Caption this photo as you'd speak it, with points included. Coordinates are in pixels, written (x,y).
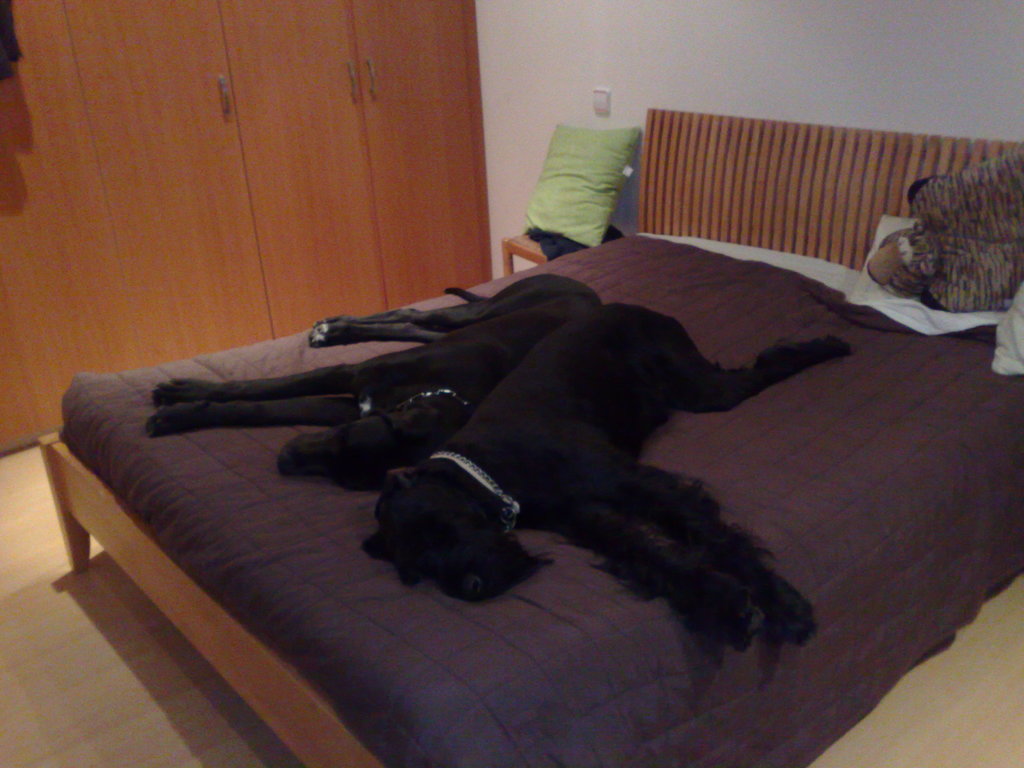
In this image i can see 2 black dogs (505,390) sleeping on the bed (782,427) in the background (584,107) i can see a pillow (574,193), a wall (612,74), a switch board (597,105) and a wooden cupboard (327,112).
